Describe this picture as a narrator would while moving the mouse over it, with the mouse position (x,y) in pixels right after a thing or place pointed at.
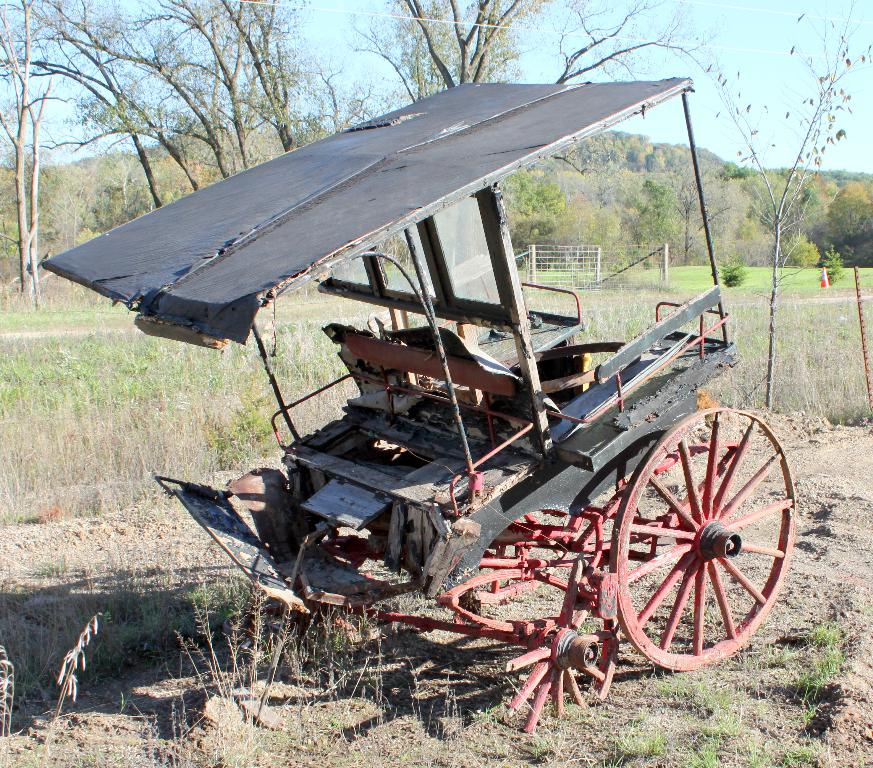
In this image I can see a cart (576,537) on grass (793,641). In the background (556,305) I can see plants (611,327), fence (575,287), trees (557,206), mountains (619,171) and the sky (681,32). This image is taken may be in a farm (333,688).
